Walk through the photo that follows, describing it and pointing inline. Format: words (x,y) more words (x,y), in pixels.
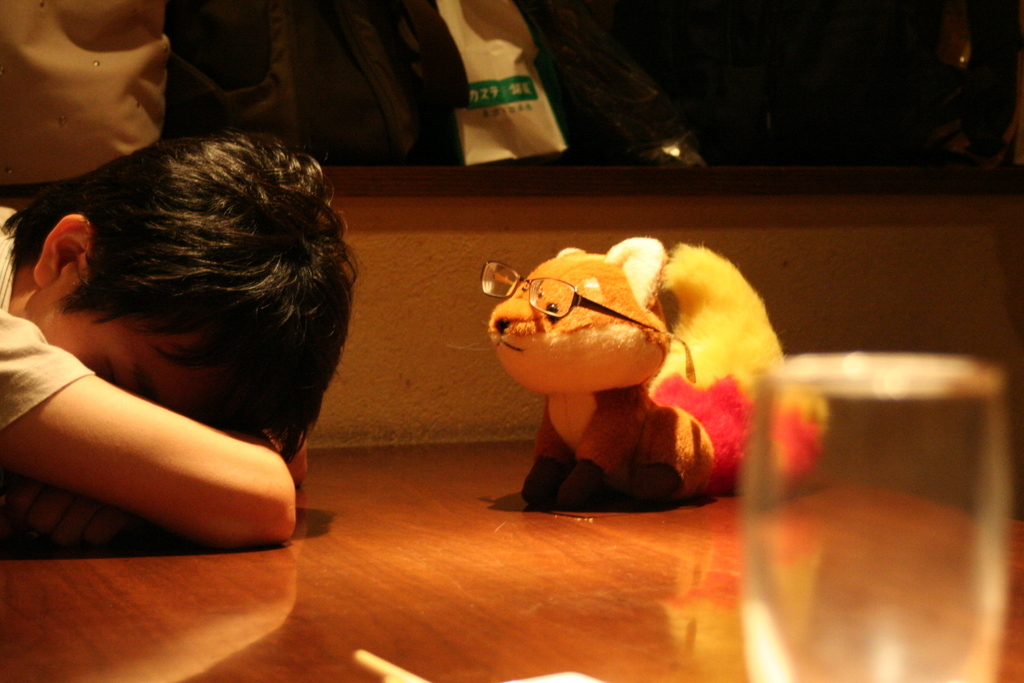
Here we can see a person (71,375), glass (832,672), and a toy (712,357). It has spectacles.
